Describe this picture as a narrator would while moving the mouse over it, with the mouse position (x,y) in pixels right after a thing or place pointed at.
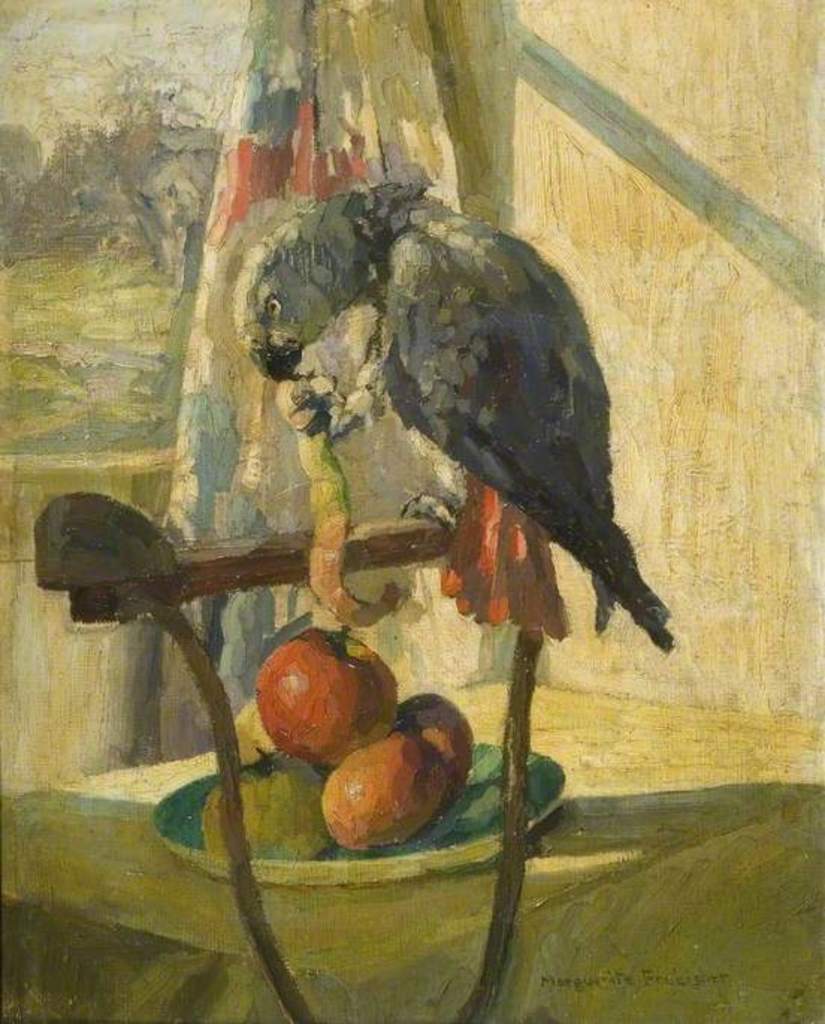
In this image we can see the painting (237,460) of a bird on a stand (165,555). We can also see some fruits (280,777) in a plate (165,806) which is placed on a table (395,883).
